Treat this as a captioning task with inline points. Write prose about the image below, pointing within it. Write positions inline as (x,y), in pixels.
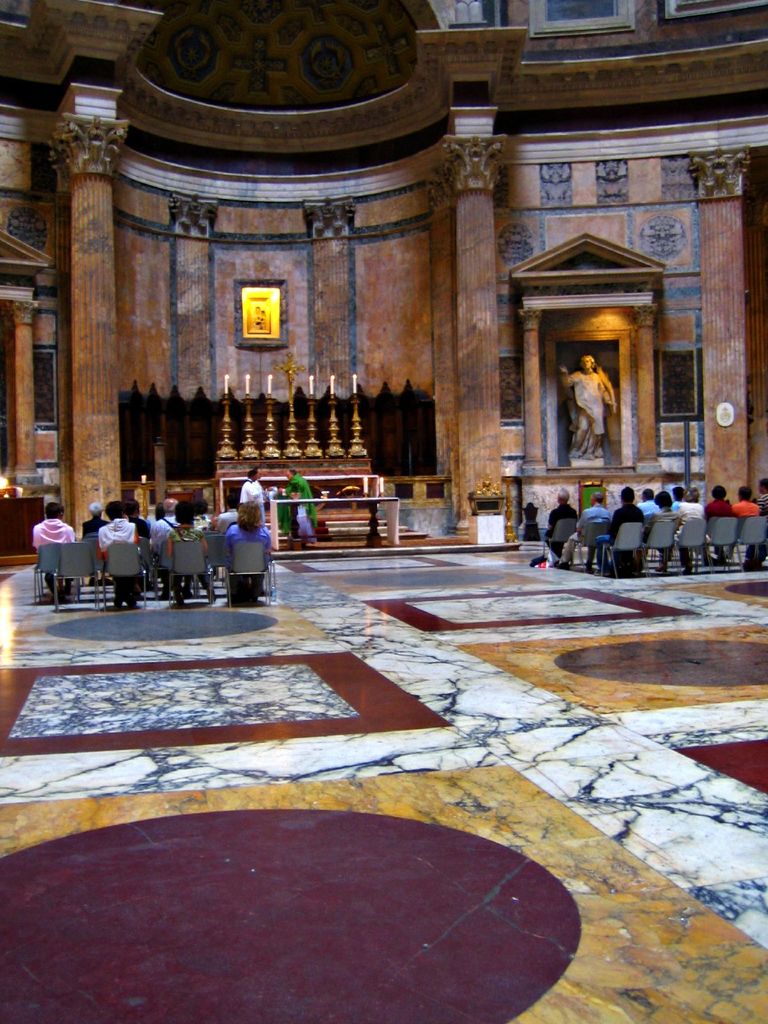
In this image we can see an inside view of a building (397,655). In the center of the image (303,509) we can see some persons (613,544) sitting on chairs (116,570), some persons (252,497) are standing, a group of objects (248,416) are placed on the table (380,500). In the background (508,531), we can see statues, candles (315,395), a cross (290,369), pillars (643,375) and dome lights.
